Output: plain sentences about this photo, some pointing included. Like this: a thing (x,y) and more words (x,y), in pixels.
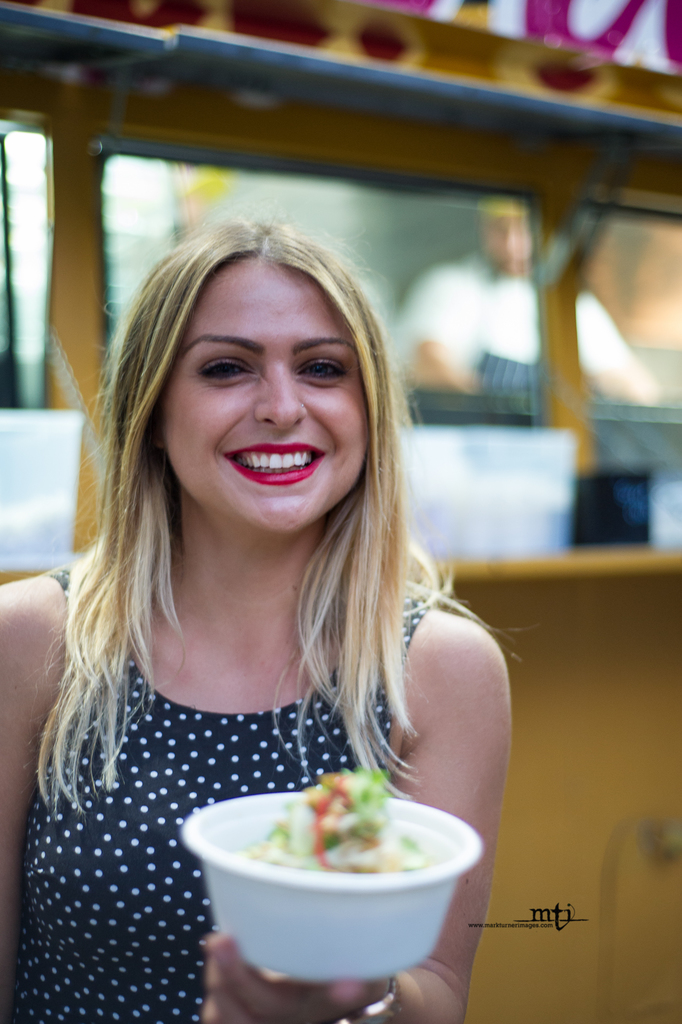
In the image we can see a woman (252,690) wearing clothes (200,767) and she is holding a bowl (351,909) in her hand (233,980) and the woman (237,778) is smiling. There is a watermark (556,920) at the right bottom corner (550,927) and the background (139,211) is blurred.
